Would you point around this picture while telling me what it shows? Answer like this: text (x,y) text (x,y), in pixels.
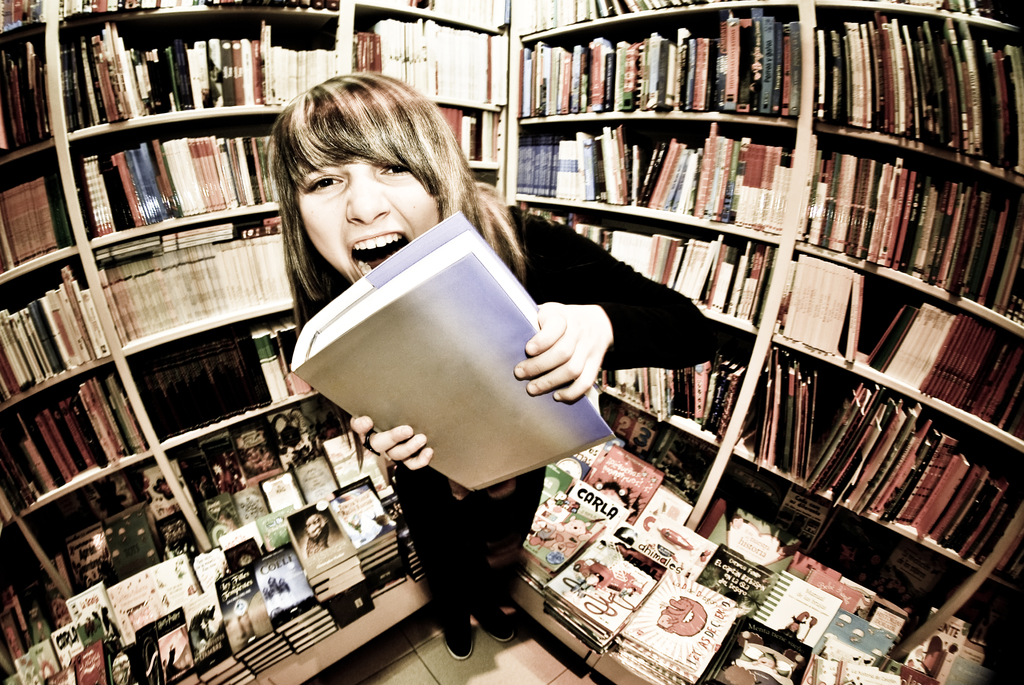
In this image we can see there is a person (335,206) standing on the floor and holding a book (504,386). And at the back (220,164) there are racks (246,420) and there are books (125,190) in the racks (73,221).
